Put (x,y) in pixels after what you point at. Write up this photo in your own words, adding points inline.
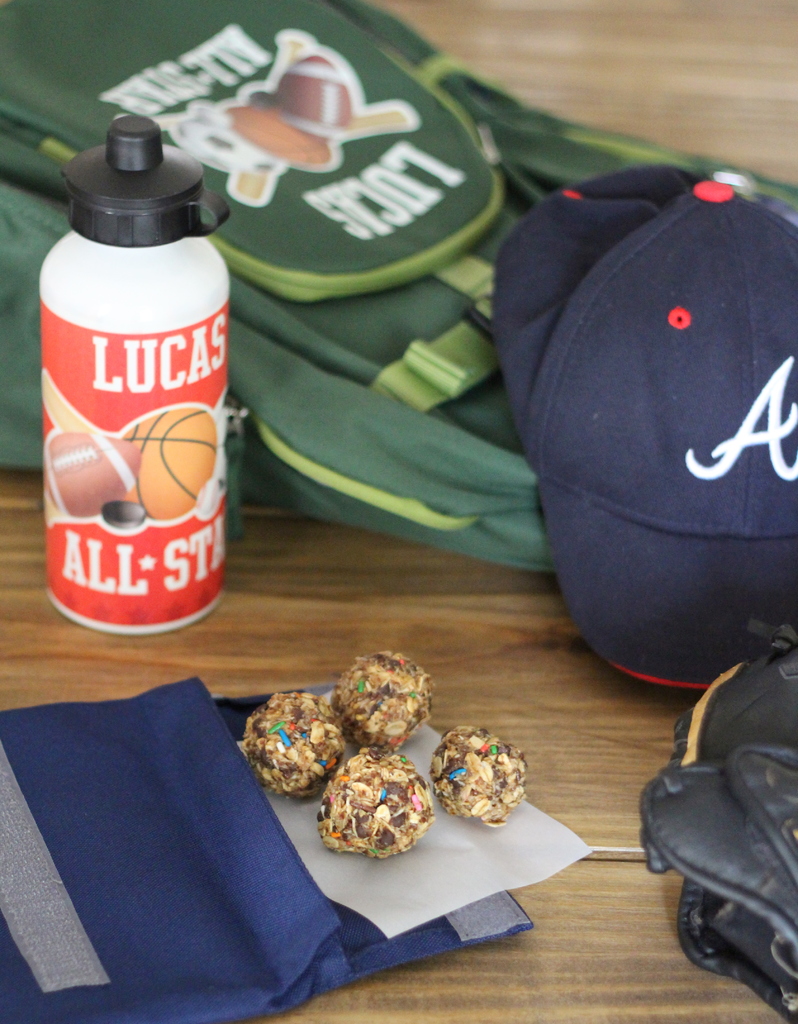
Here we can see a bag (469,325) and bottle (226,365) and some objects (664,247) on the table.
